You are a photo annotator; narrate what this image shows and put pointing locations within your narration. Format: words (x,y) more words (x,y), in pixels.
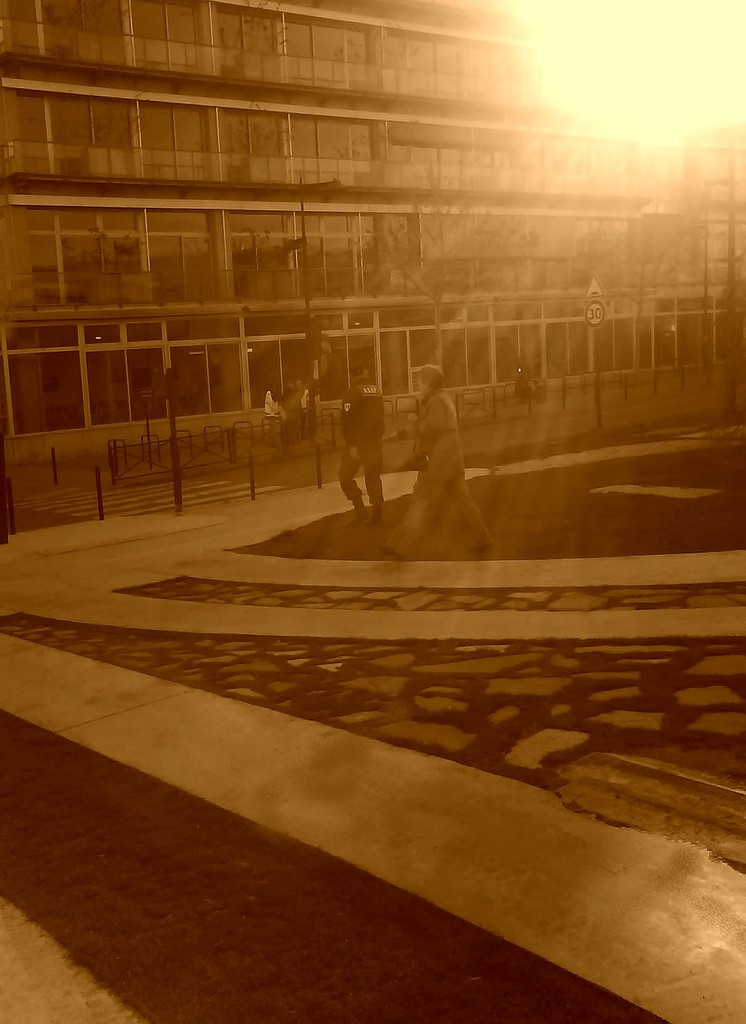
In the foreground of this image (201,911), there is grass (226,924) and paths (529,611) on which there are two people (445,473) walking. In the background (592,345), there are few bollards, railing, poles (313,345), a building (480,252) and the sun (681,74) at the top (672,23).
